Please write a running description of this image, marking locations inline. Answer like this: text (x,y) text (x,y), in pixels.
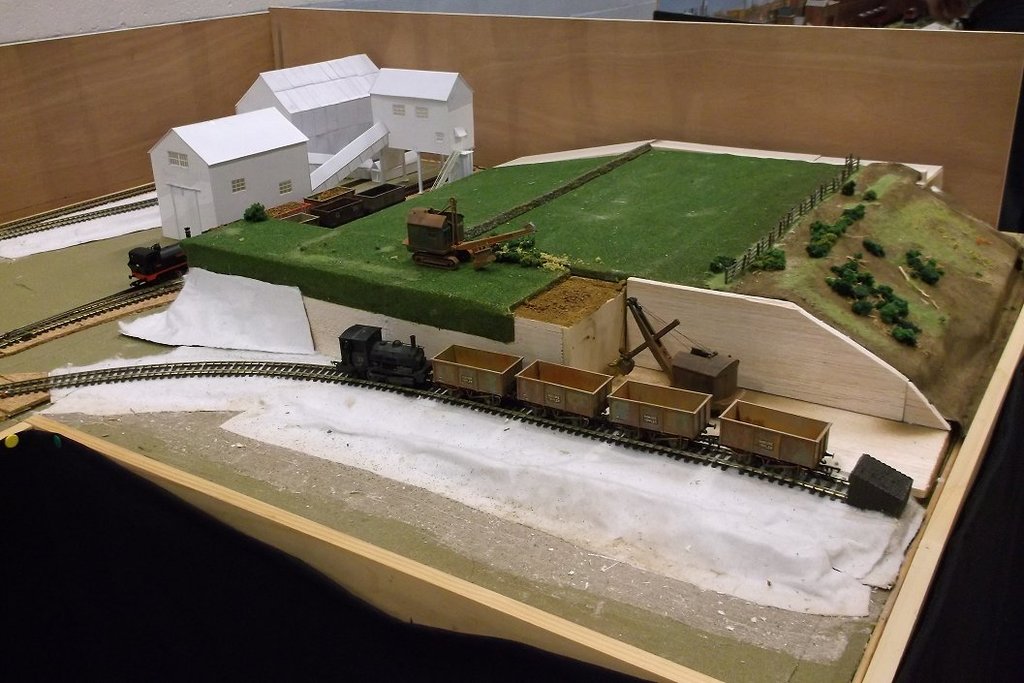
In this picture we can see a model (394,149) of houses (330,134), trees (859,296), fields (510,286), railway tracks (96,309), trains (156,270) and other objects (445,156). At the top (608,78) there is a wooden plank (63,77).
